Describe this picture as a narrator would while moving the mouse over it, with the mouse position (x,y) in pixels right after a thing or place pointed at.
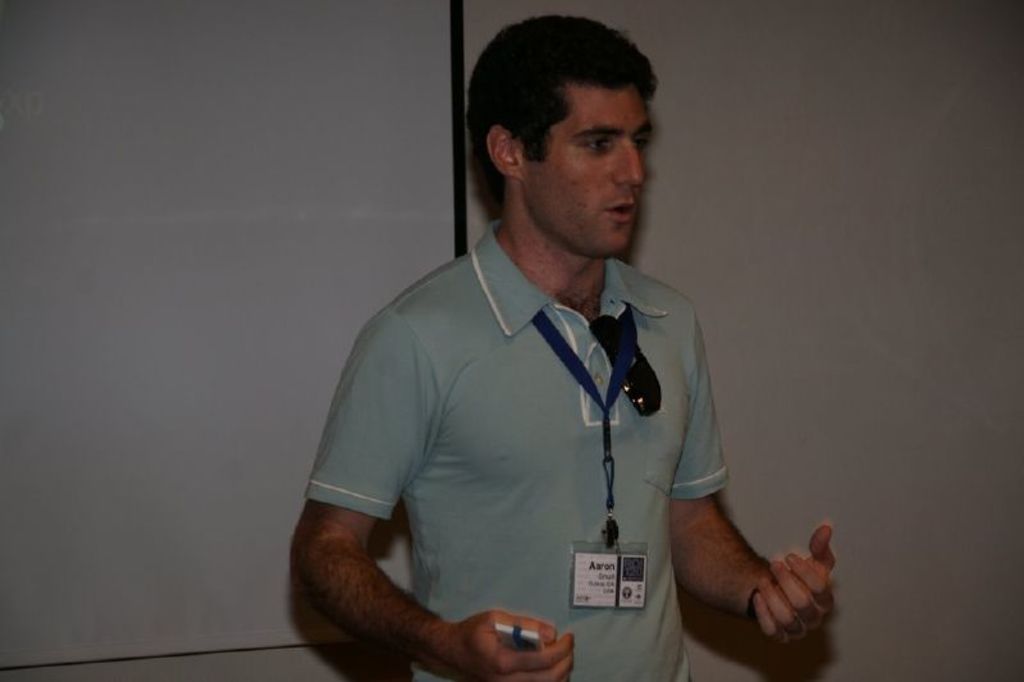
In the foreground of this image (693,395), there is a man (543,377) with opened mouth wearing sky blue T shirt (417,450) and a ID proof (623,583). In the background (272,164), there is a screen (361,112) and the wall (637,14).
